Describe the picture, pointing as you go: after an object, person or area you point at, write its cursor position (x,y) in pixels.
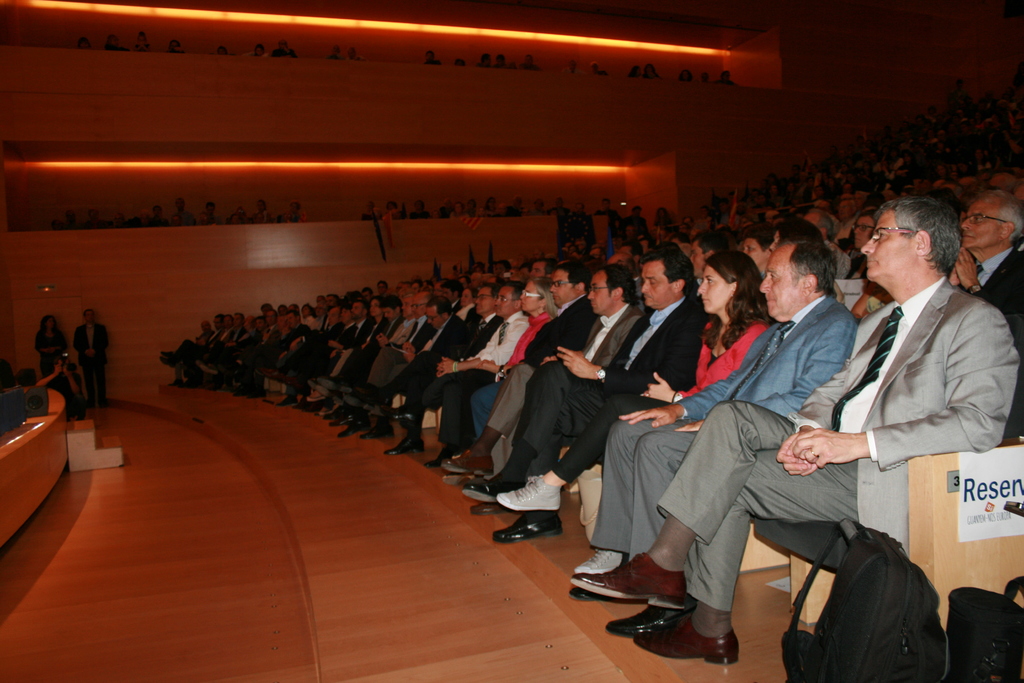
In the picture we can see inside the auditorium (490,644) with a row of chairs (910,478) and in it we can see people (804,492) are sitting with blazers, ties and shirts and in the background (96,81) we can see a wall (81,82) near it we can see two people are standing and on the top of it we can see some people (116,225) are standing behind the wall (73,275).
